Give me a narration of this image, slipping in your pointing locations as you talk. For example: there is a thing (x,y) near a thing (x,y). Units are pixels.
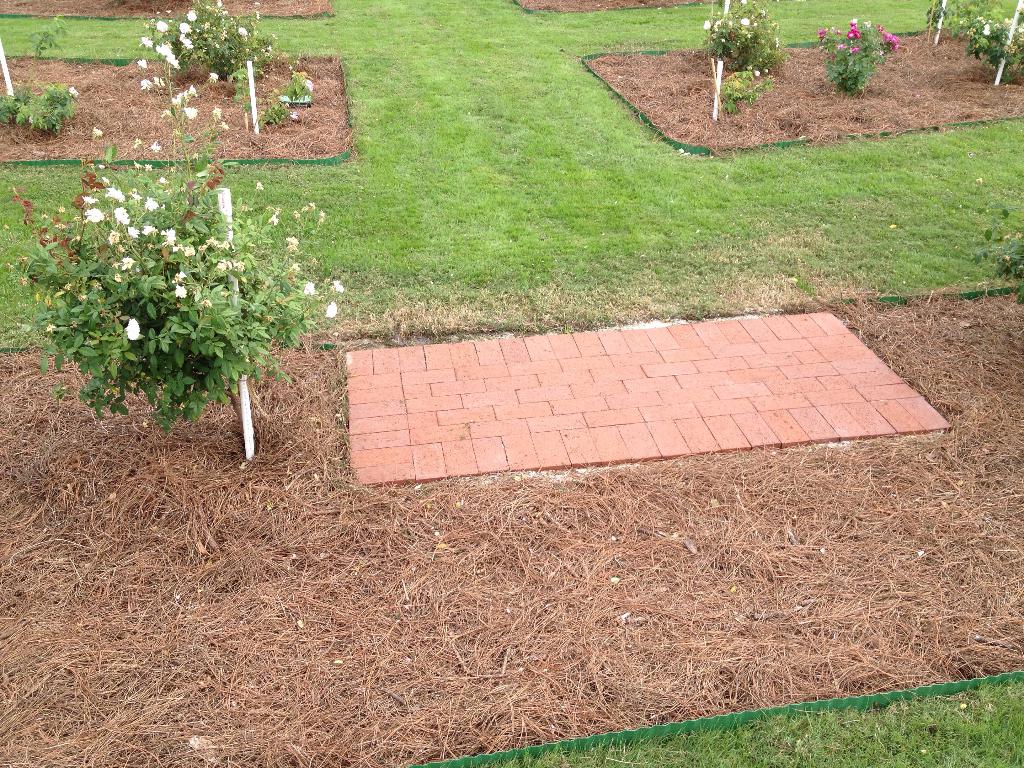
In this picture we can see plants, flowers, and grass (700,184).
